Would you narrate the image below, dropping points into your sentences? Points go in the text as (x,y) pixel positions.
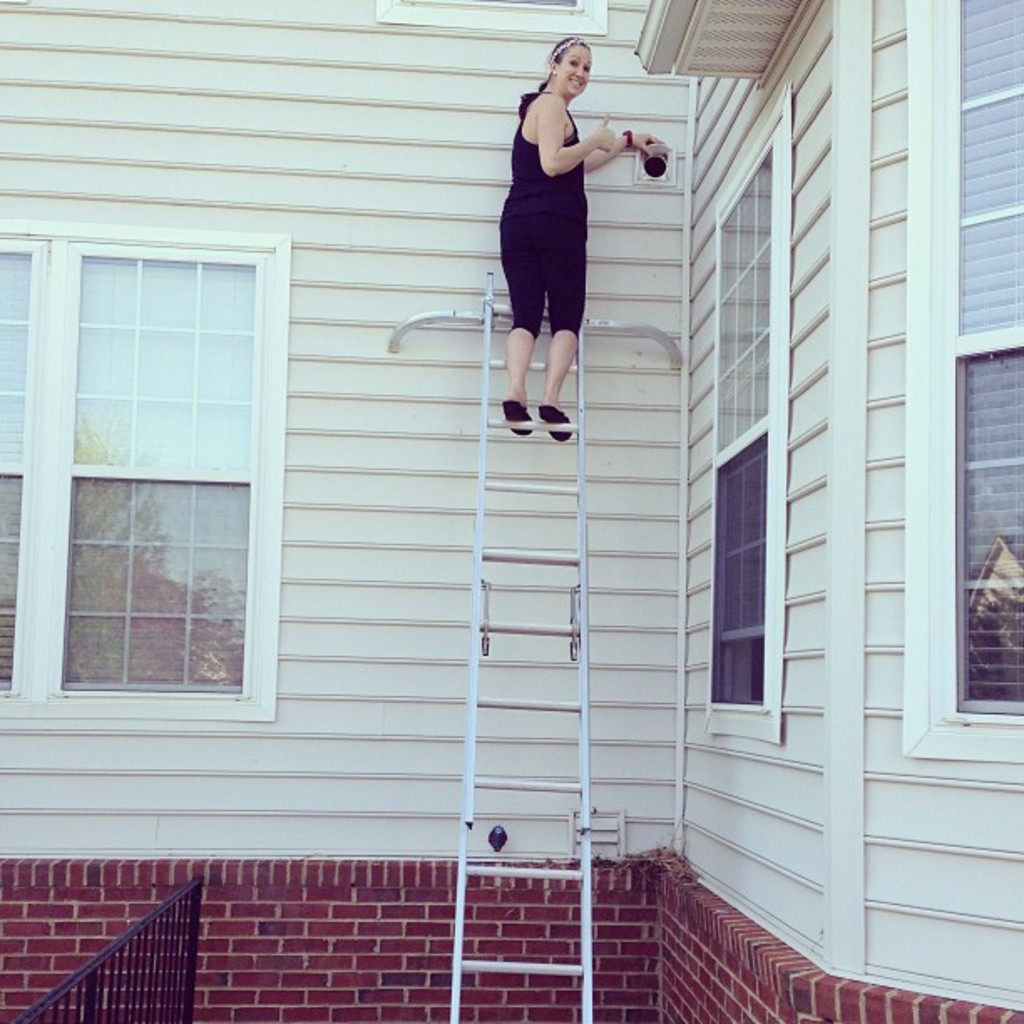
In this image I can see white color building (626,344), windows (39,553) and on it I can see a woman (547,250) is standing. I can see she is wearing black dress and I can also see smile on her face (574,75).
